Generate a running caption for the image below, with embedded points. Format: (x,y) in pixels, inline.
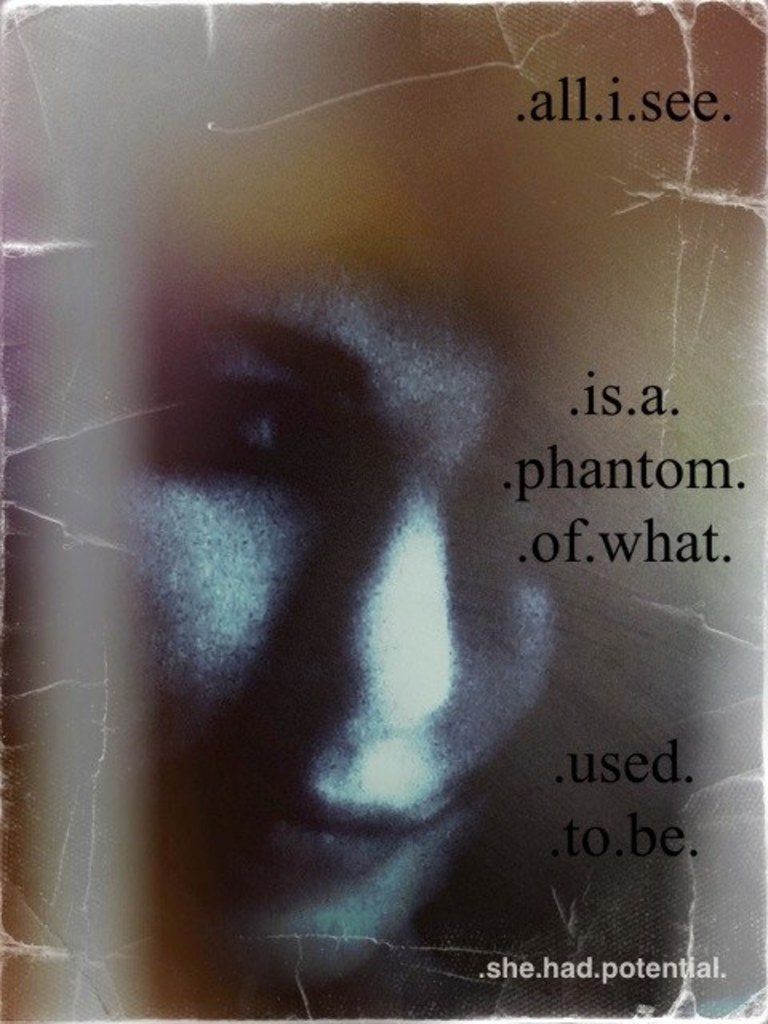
In this picture we can see a poster (588,860), on this poster (589,837) we can see a woman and some text (741,468).
